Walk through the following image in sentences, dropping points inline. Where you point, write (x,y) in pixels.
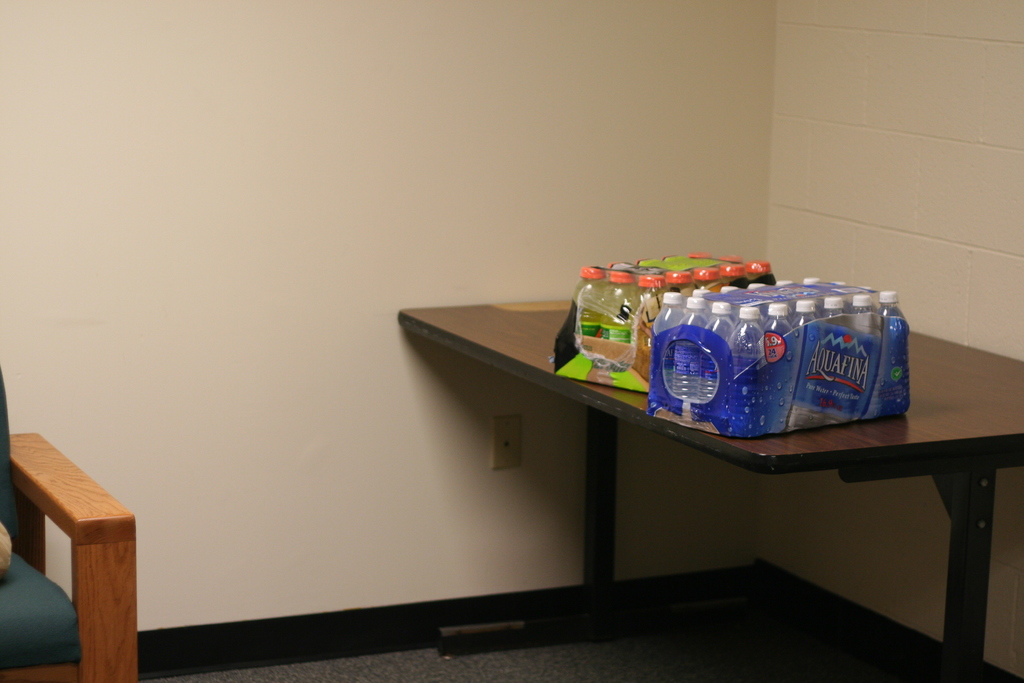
This picture is taken inside the room (884,593). In this image, on the left side (39,463), we can see a chair (70,508). On the right side (819,447), we can see a table (804,465), on the table (803,467), we can see some bottles (741,366). In the background (989,218), we can see a wall (545,404).
